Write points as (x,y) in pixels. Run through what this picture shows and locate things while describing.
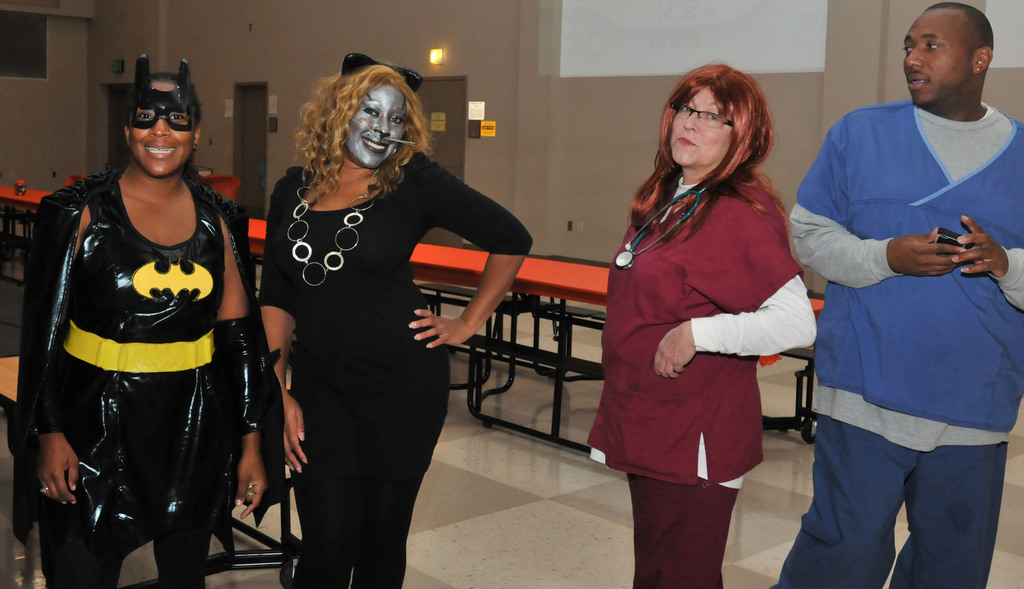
In this image, we can see four persons (845,271) wearing clothes (826,263) and standing in front of the wall (653,118). There is a table (524,281) in the middle of the image (435,288).
